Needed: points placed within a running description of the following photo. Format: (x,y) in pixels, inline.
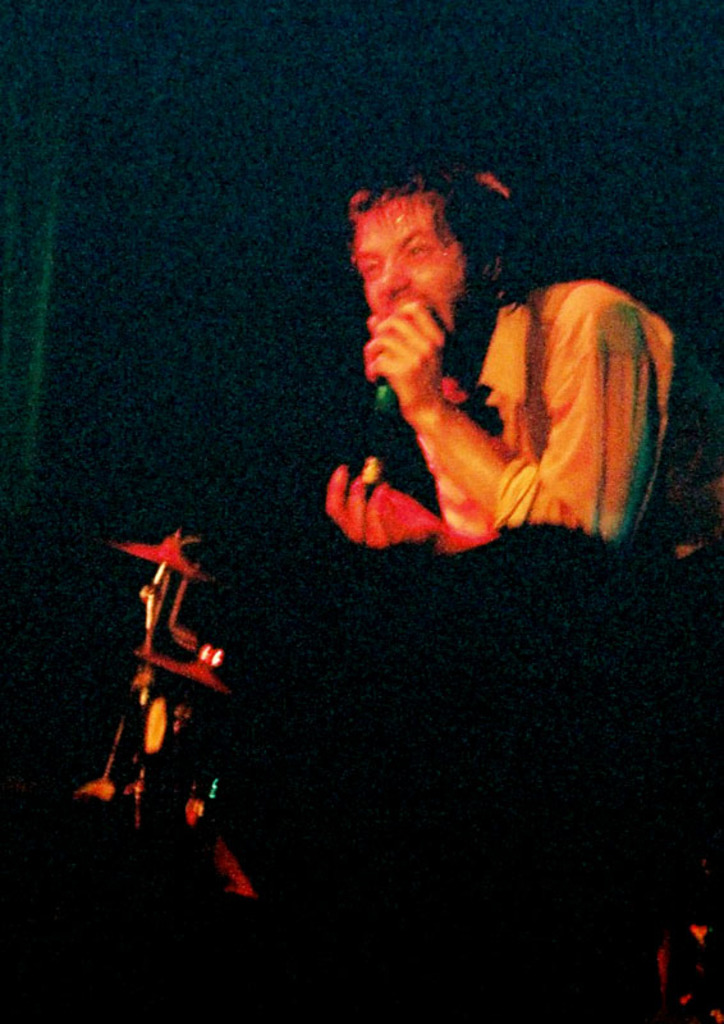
In the center of the image (464,517) we can see a man (511,399) holding a mic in his hand (397,383), before him there is a drum kit (139,796).
